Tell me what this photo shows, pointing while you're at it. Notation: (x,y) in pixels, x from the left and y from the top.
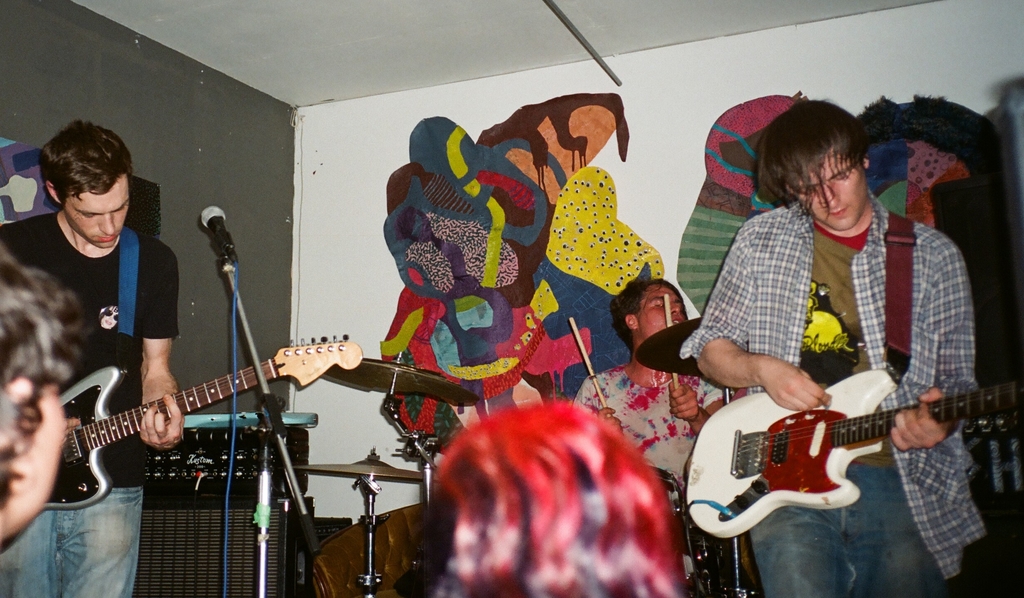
This is a picture of a man (910,464) performing. In the foreground (518,534) there are two persons (510,522). On the stage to the left (178,442) there is a person (48,547) standing and playing guitar (100,426). On the right (811,325) there is person (863,522) standing and playing guitar (725,415). In the background (675,403) there is man (665,411) sitting and playing drums (429,439). In the center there is microphone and music control system (199,554). In the background (455,96) there is a wall (579,115), on the wall (579,115) there are designs (548,179).
